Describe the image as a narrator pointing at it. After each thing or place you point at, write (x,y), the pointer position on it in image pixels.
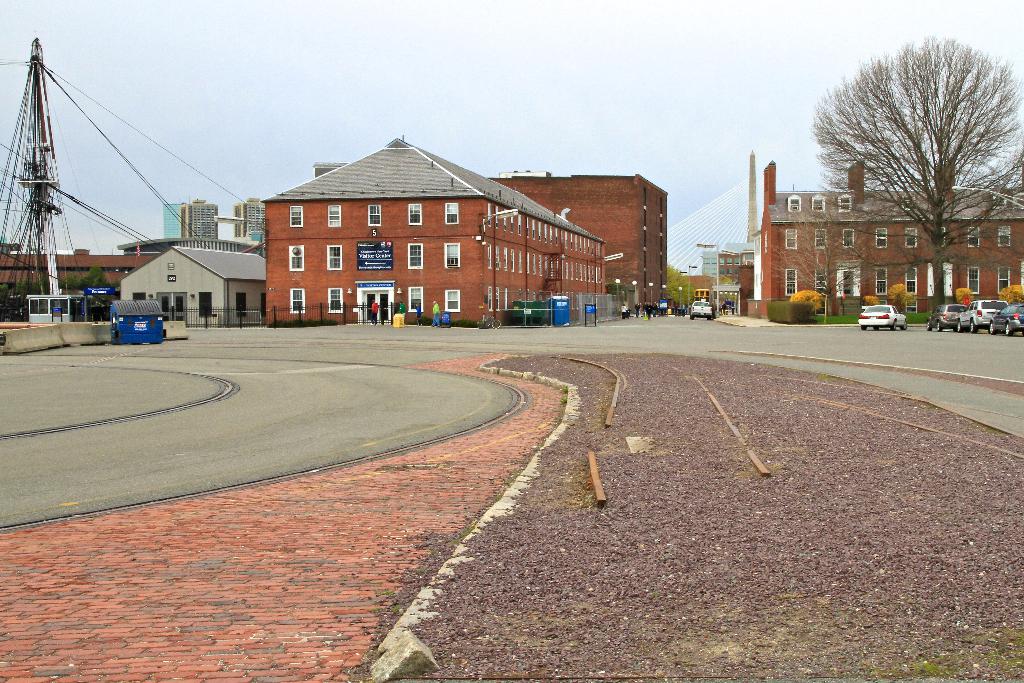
There are roads (135,429). In the back (496,276) there are buildings (549,235) with windows (506,292). There are many people (637,312). On the road (648,321) there are vehicles (962,315). On the right side (942,227) there are trees (935,262) and bushes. In the background (495,97) there is sky (439,80). On the left side (44,184) there is pole (44,160) with wires (77,200).
